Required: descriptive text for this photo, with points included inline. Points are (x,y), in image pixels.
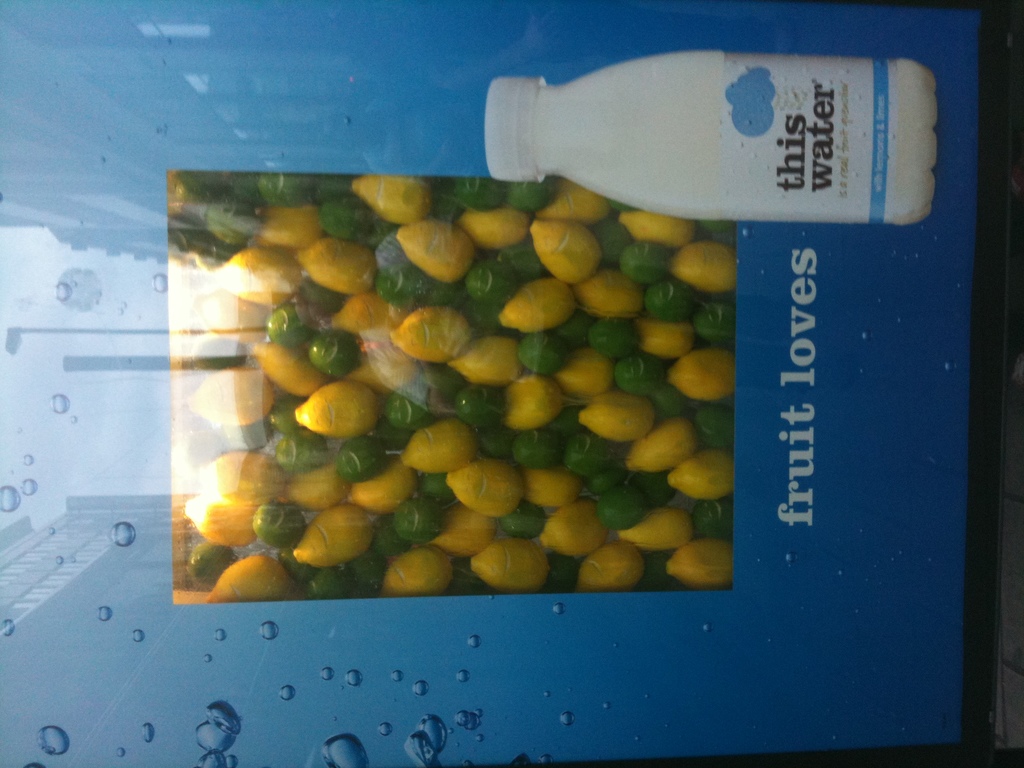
In this picture we can see a bottle (652,111), things (348,308), buildings (32,589), pole (172,335), water drops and some text (808,517) on an advertisement (801,140).
